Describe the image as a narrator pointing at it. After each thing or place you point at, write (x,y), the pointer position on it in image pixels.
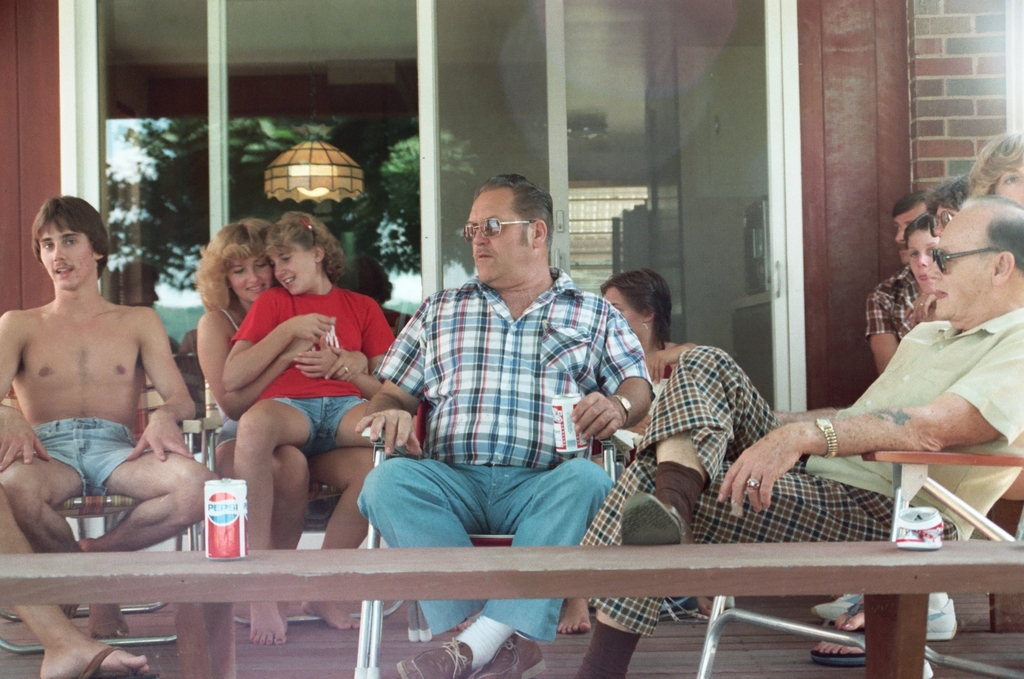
This picture shows a group of people (409,515) seated on the chairs (381,447) and we see a house (843,233).
